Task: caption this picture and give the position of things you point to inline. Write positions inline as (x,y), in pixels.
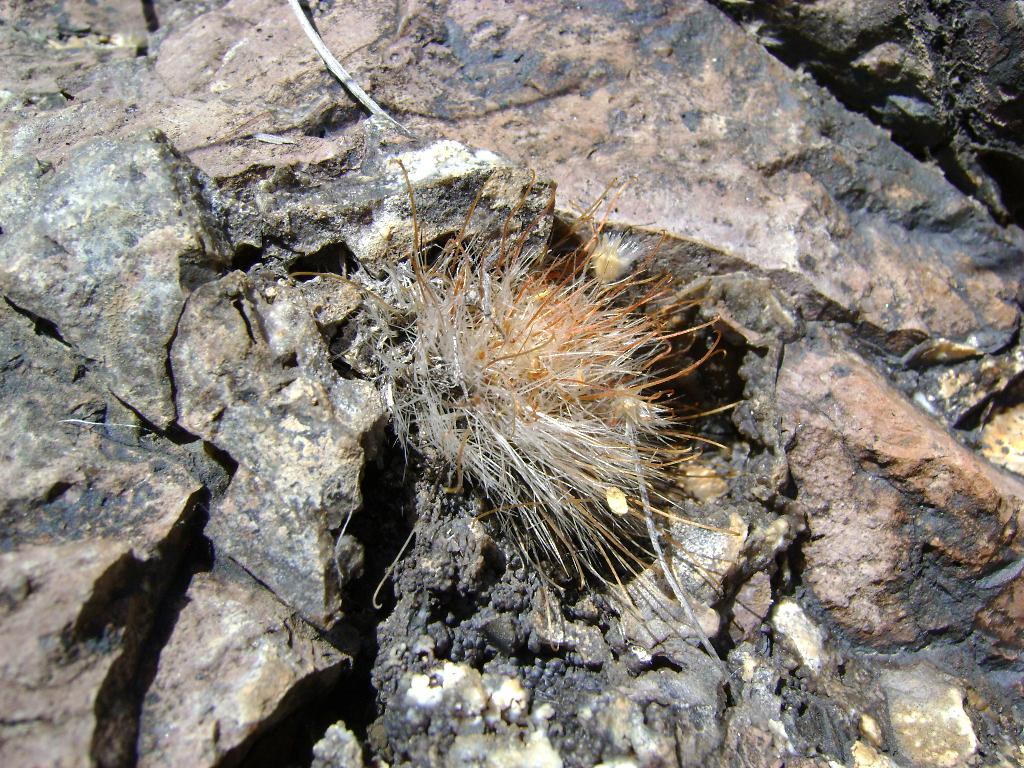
In this image I can see a stone (655,117) and on it I can see a cream and brown colour thing (562,424).
